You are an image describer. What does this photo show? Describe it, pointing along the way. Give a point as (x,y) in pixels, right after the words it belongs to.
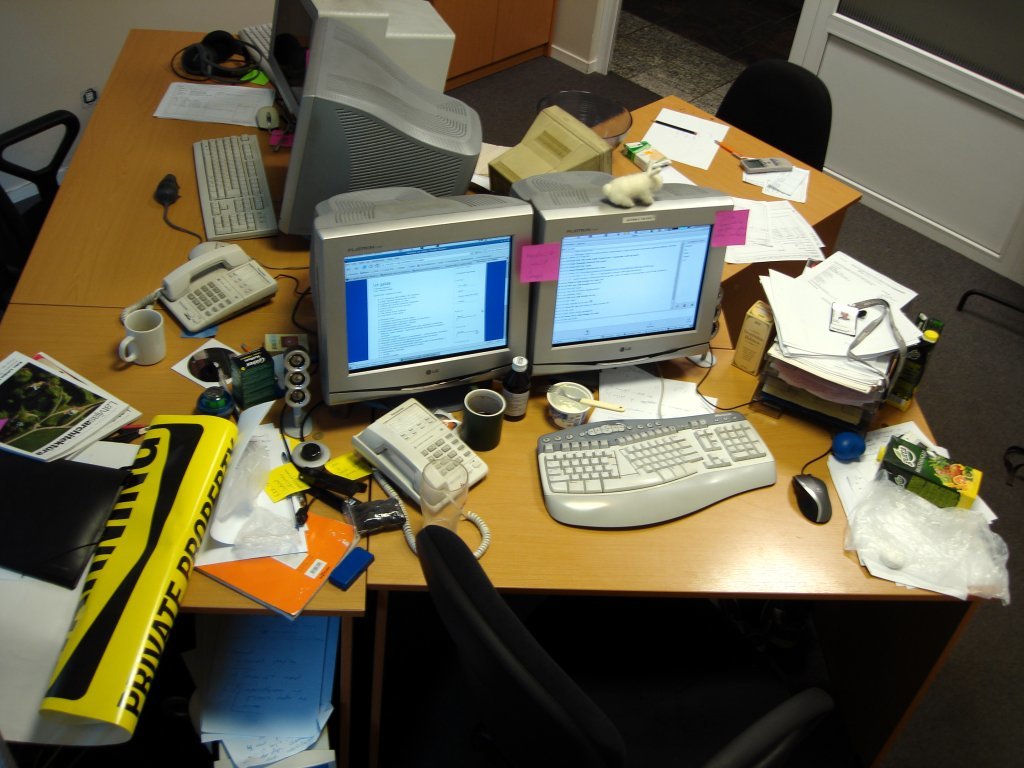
In this image I see a table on which there are lot of papers (679,413), boxes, cups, 4 monitors (631,344), 3 keyboards (631,429) and 2 telephones (454,439). Around the table (190,132) there are few chairs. In the background (62,74) I see the wall (48,74).
